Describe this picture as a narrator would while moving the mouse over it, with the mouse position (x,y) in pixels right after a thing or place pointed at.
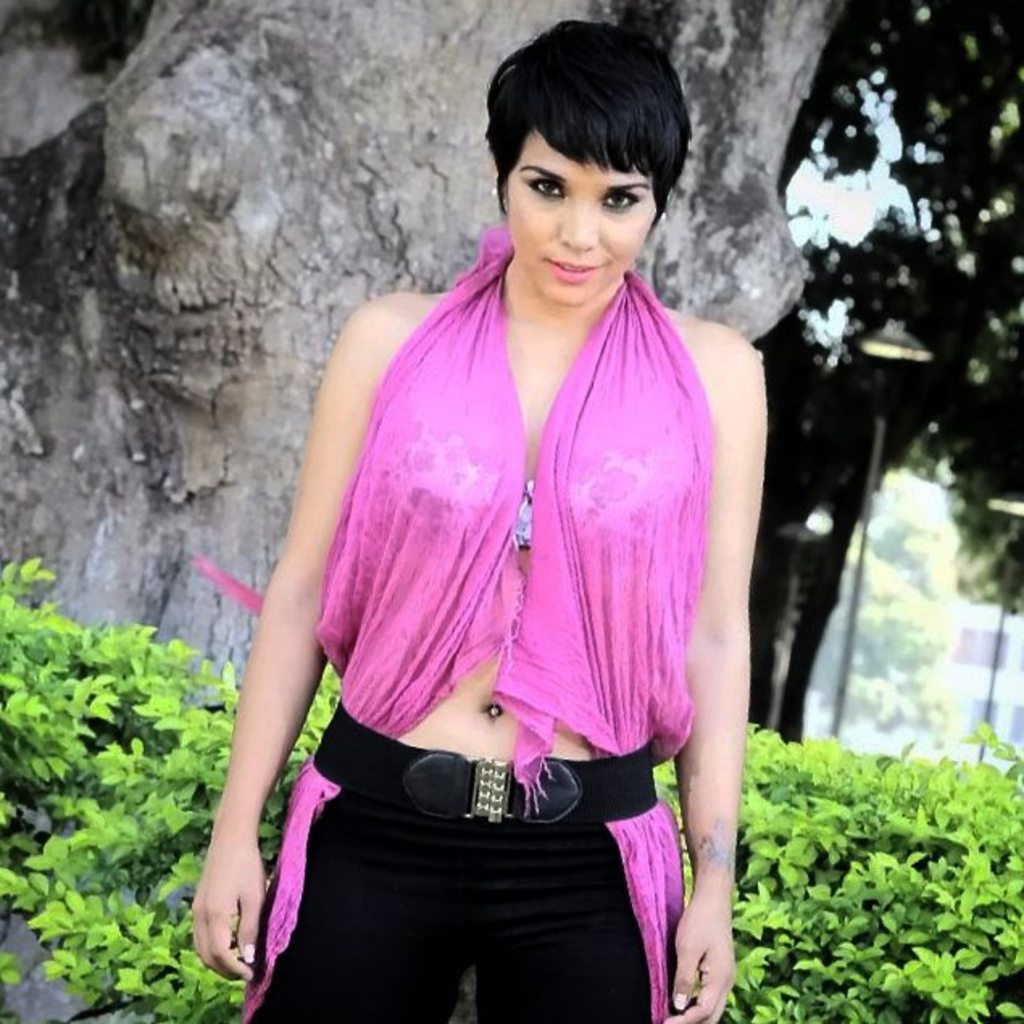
This picture is clicked outside. In the center (464,354) there is a woman (717,514) wearing pink color dress (498,552) and standing. In the background (58,555) we can see the trunk (297,215) of the tree (99,308) and we can see the plants (811,867), trees (883,685) and some other items (870,500).
